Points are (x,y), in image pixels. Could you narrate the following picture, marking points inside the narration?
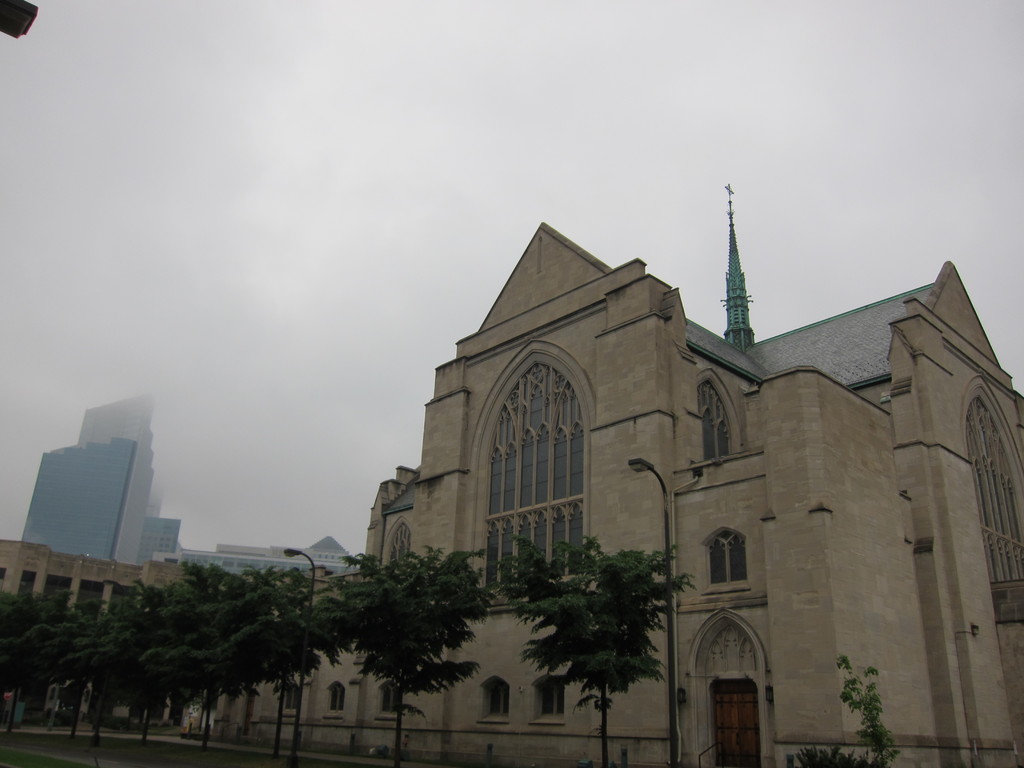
In this image there is a building (735,404), and at the bottom (357,637) there are some poles (668,597), street lights (634,462), trees (572,639) and grass (165,753). In the background (124,478) also there are buildings (59,471), at the top (359,198) the sky (503,169) is cloudy.
